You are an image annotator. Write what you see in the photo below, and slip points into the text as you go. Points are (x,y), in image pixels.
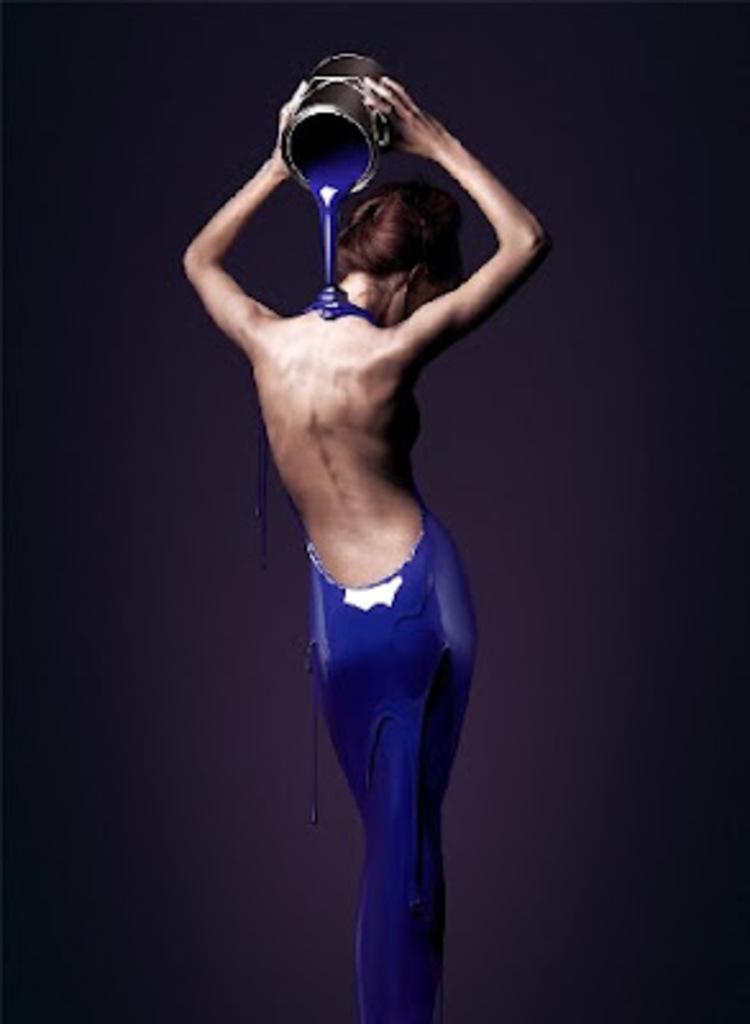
In the center of this image (447,556) there is person (392,365) standing, holding a pot (346,90) and pouring a blue color paint (338,202) on her body (320,379). The background of the image (638,435) is dark.
